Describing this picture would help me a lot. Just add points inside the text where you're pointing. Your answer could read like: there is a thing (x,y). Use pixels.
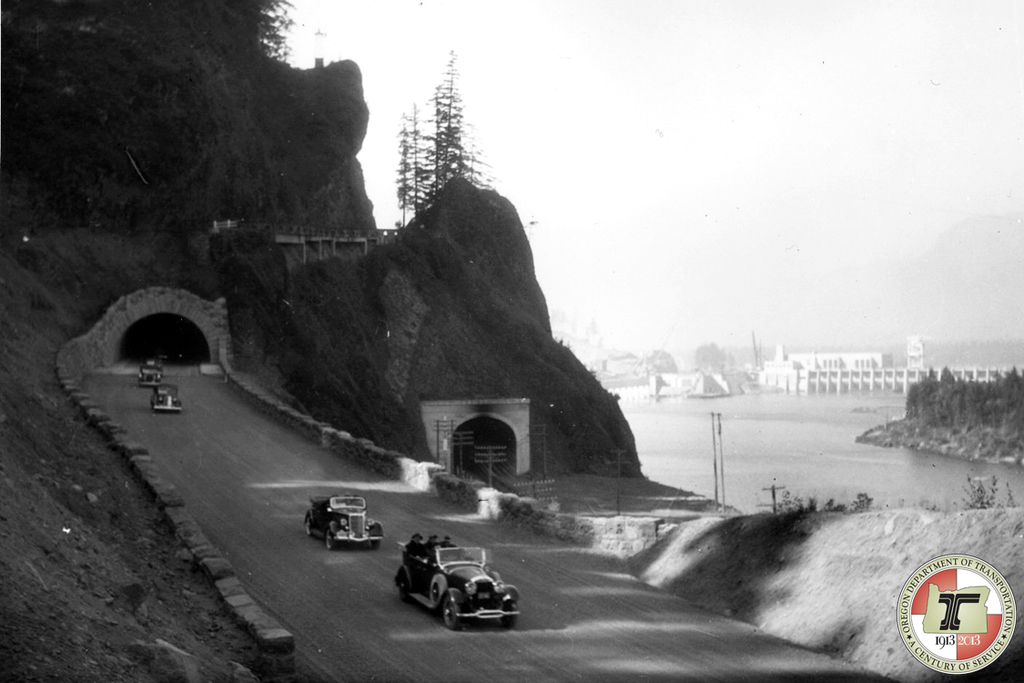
This is a black and white image. We can see the ground (210,661). There are a few vehicles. We can see some hills (319,116) and underpasses (136,316). We can see some trees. We can see a few buildings (807,371), plants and poles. We can also see some water (776,462). We can also see a watermark (931,574) on the bottom right corner (1001,641).
